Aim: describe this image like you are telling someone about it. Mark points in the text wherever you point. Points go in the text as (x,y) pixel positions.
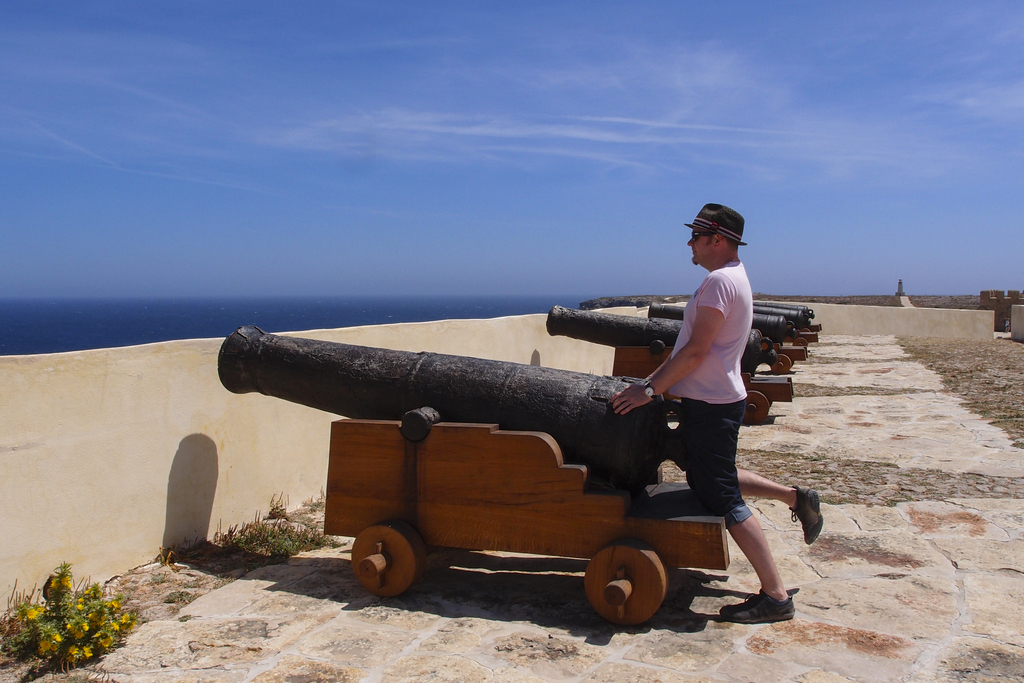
This image consists of a man (683,363) wearing pink T-shirt (712,383) and a black hat (724,232). At the bottom (450,670), there is a floor (315,659). To the left (126,450), there is a wall (42,420). At the top (266,116), there is a sky (337,94).
